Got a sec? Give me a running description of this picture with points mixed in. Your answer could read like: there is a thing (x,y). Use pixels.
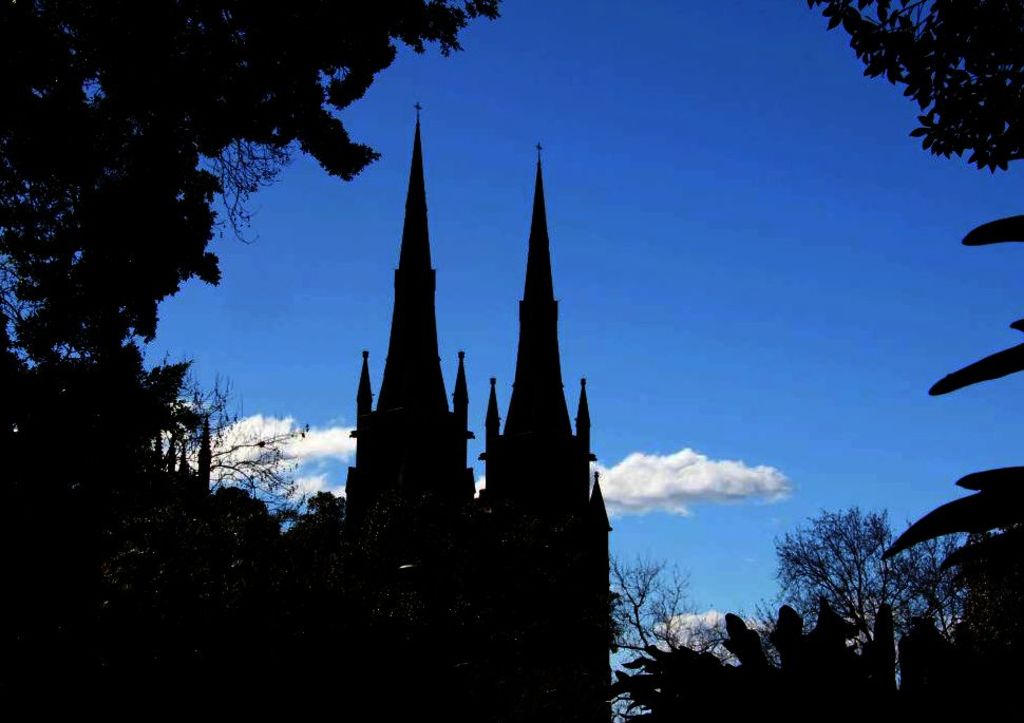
In the center of the image (578,452) there is a tower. There are trees (156,182). In the background of the image (736,287) there is sky (773,269).
